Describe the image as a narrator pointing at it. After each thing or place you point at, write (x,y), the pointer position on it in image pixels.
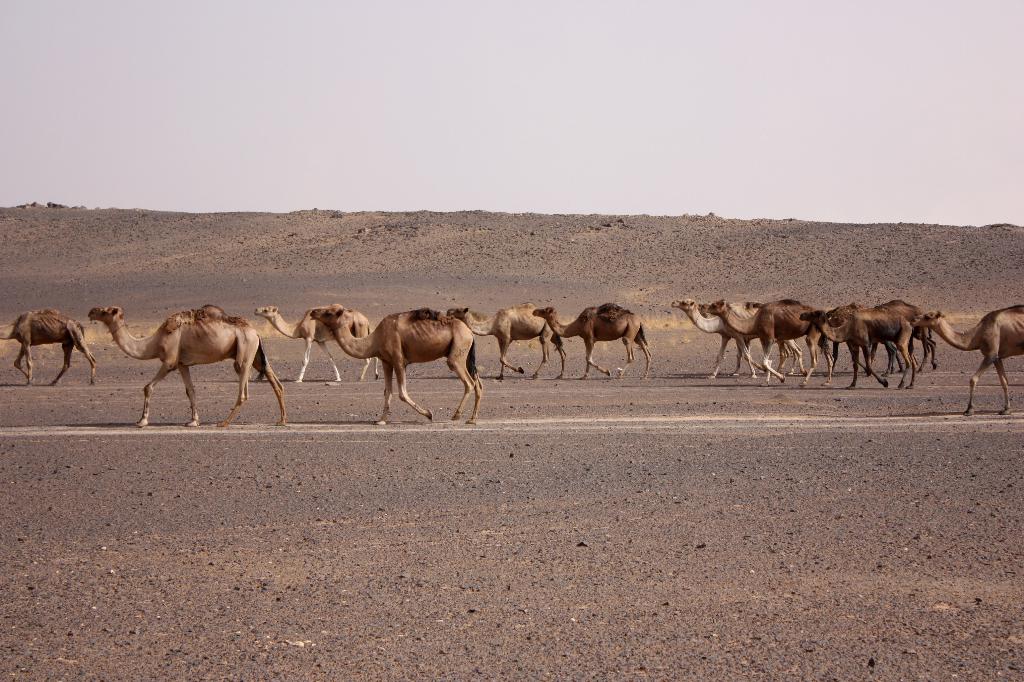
In this image there are camels (987,362) walking in a field (95,397), in the background (1010,221) there is a sky (234,98).
